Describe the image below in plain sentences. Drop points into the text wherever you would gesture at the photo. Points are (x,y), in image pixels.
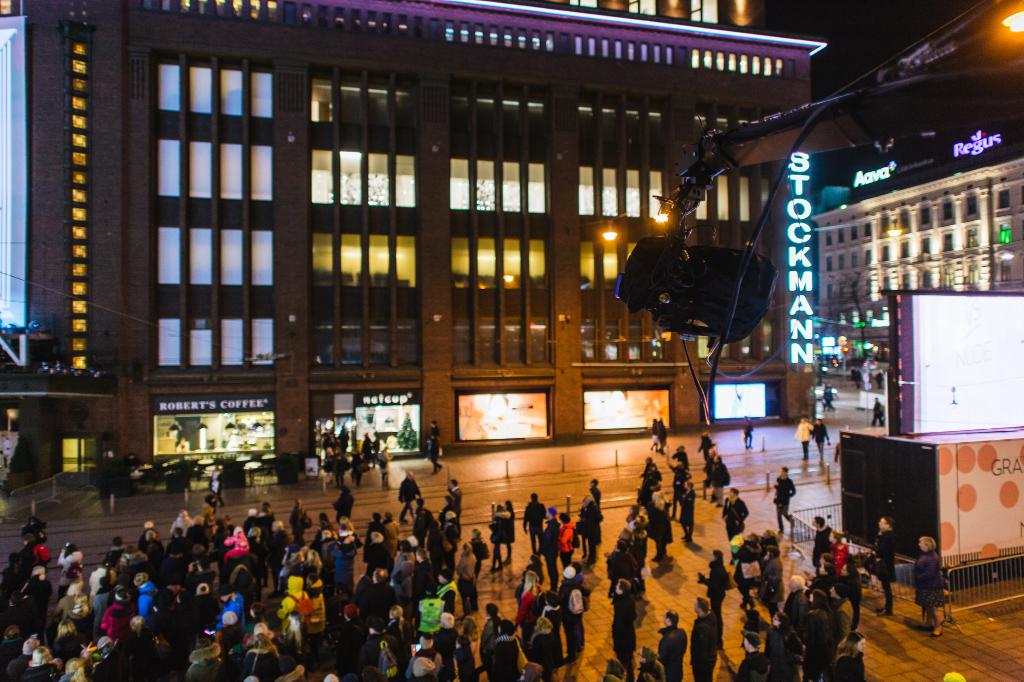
There are groups of people (417,523) standing and few people (877,404) walking. This looks like a screen (922,413) with the display (984,303). These are the barricades (959,585). I can see the buildings (581,160) with the windows (827,263) and the name boards (862,185). I think this is a video recorder (722,270) with the stand (856,99).
